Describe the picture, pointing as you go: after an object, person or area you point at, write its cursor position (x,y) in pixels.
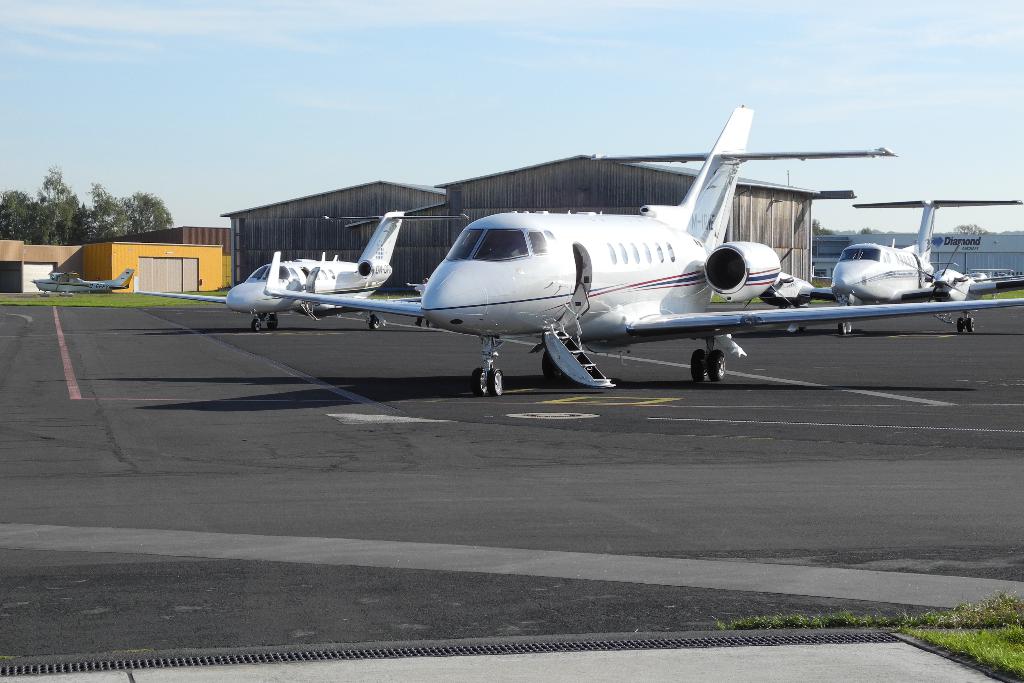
In the picture we can see some air crafts (1004,276) are parked on the runway (400,590), they are white in color with open doors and in the background (203,213), we can see some sheds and behind it we can see trees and sky (107,158).
